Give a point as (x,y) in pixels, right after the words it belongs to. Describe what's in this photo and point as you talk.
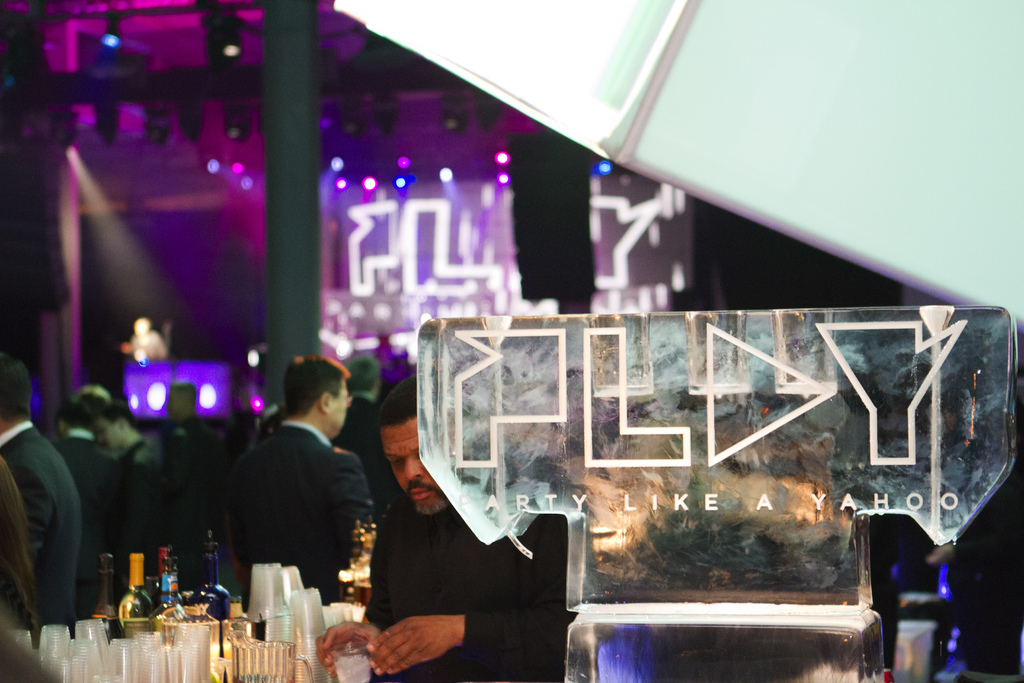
In this image I can see number of people (312,484) are standing. I can see most of them are wearing black dress (253,554). Here I can see number of glasses (118,656) and few bottles (98,599). I can also see something is written over here and I can see this image is little bit blurry from background (62,332).
